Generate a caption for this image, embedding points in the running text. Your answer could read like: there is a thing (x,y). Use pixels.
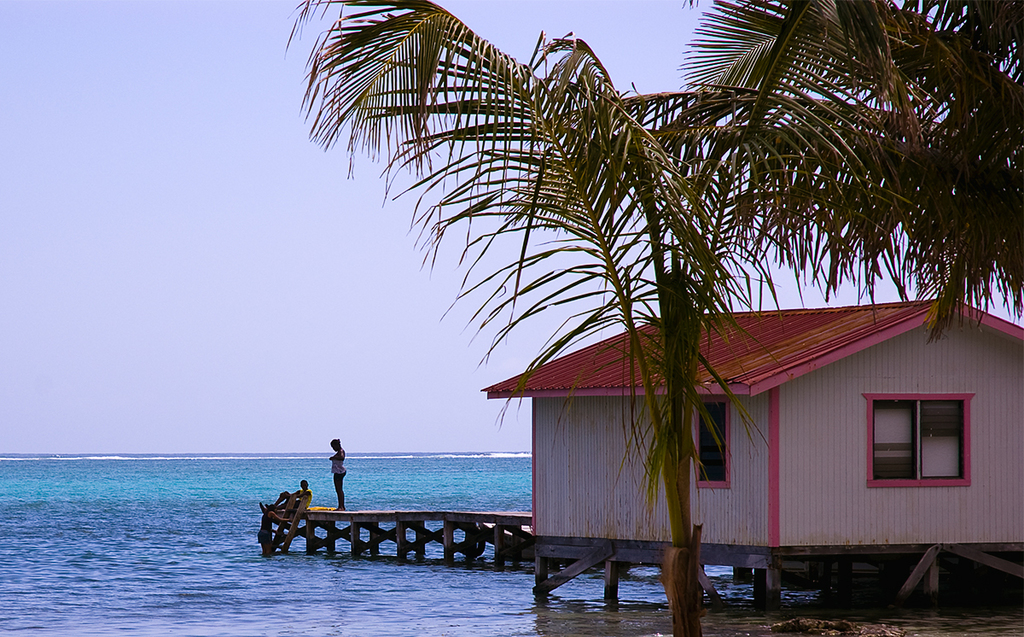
In this image we can see the wooden house (725,416), windows (875,416), trees (567,138), wooden bridge (477,549), three people (273,537), water (295,551), at the top (135,186) we can see the sky (266,350).
